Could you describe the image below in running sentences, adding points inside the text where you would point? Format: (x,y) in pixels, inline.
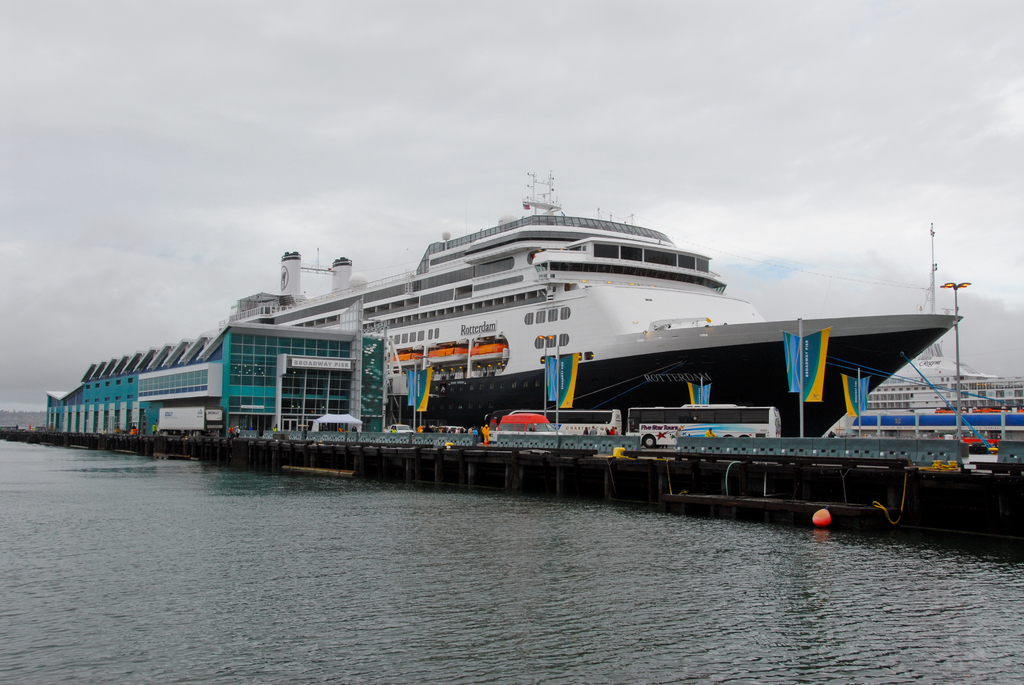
This image is taken outdoors. At the top of the image (168,151) there is a sky (488,101) with clouds (698,141). At the bottom of the image (228,606) there is a river (175,516) with water (263,501). In the middle of the image (451,407) there are two ships (896,394) with windows (477,303), grills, iron bars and a board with a text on it.
